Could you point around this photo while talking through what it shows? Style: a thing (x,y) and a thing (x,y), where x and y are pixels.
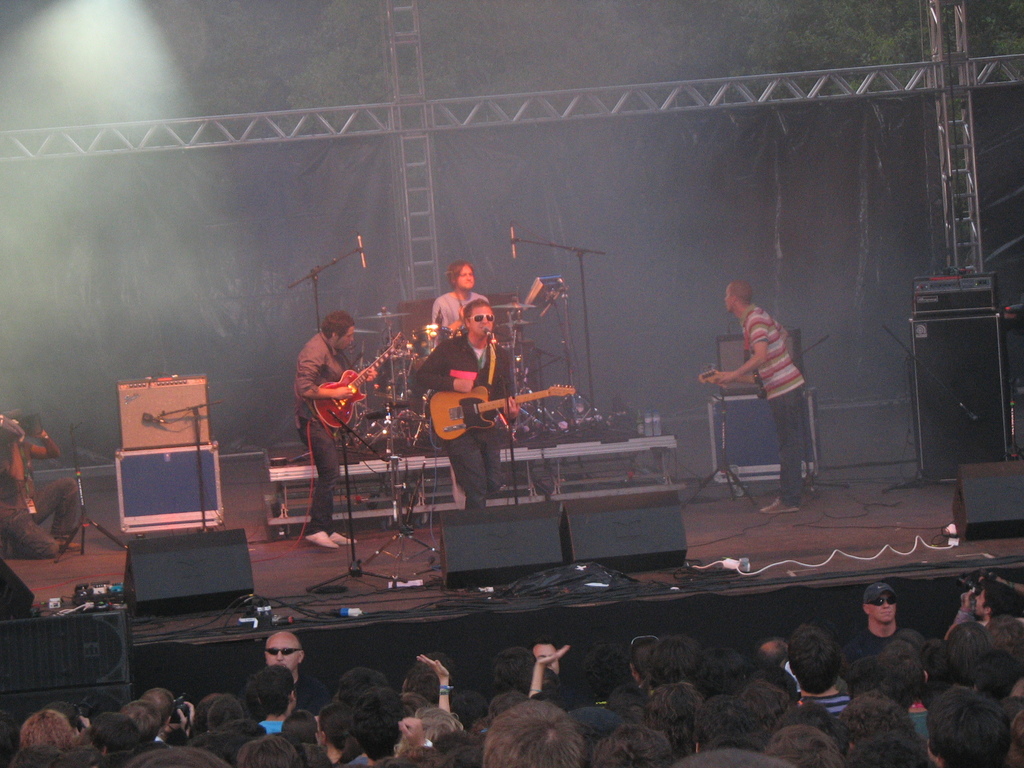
This image looks like it is clicked in a concert. At the bottom (418,752), there is a huge crowd (862,744). In the front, there are four persons (505,376) on the dais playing music. On the left (200,559) and right, there are boxes (961,368). In the background (562,88), there is a stand (932,80) along with the curtain (456,232). On the left (33,511), there is a person (53,492) holding a camera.
